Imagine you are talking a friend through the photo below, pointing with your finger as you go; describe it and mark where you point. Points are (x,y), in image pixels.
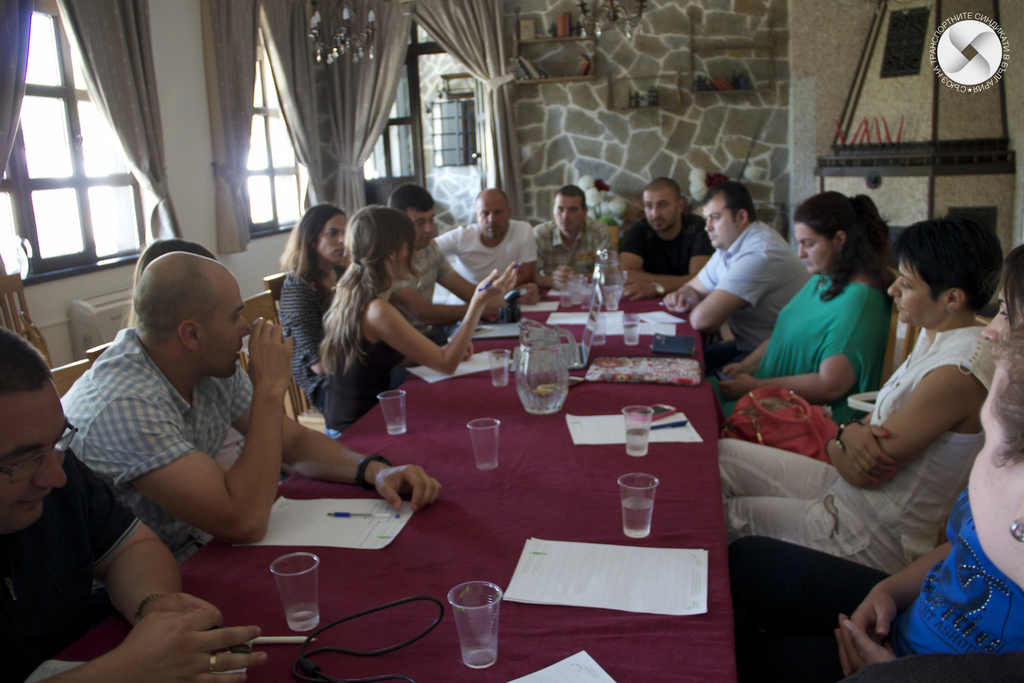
Here we see group of people (322,356) both men (703,326) and women (347,281) sitting on the chair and talking. On the table (437,652) we can find cup glasses (295,608), papers (347,527), pens (339,515), glass jar (544,384), etc. In the background (130,209) we see window (20,172), curtain (221,130).
